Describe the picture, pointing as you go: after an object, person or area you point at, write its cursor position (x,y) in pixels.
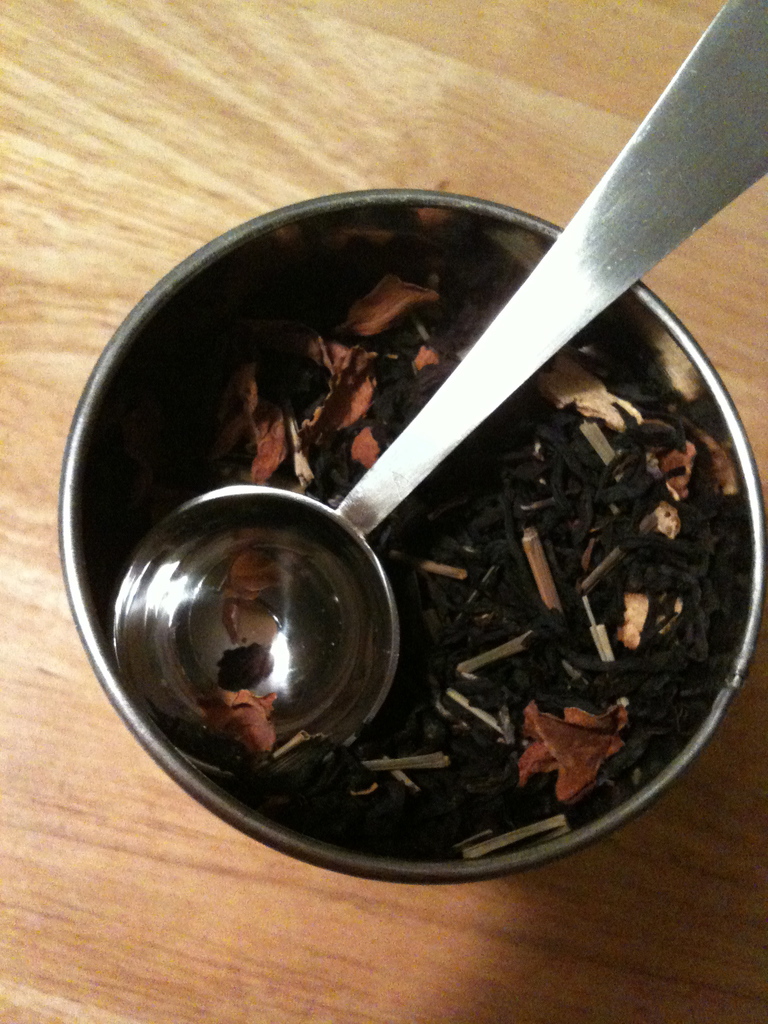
In this image, we can see a bowl (467,488) on the wooden surface (277,63), there is a spoon (176,569) in the bowl (189,409).
